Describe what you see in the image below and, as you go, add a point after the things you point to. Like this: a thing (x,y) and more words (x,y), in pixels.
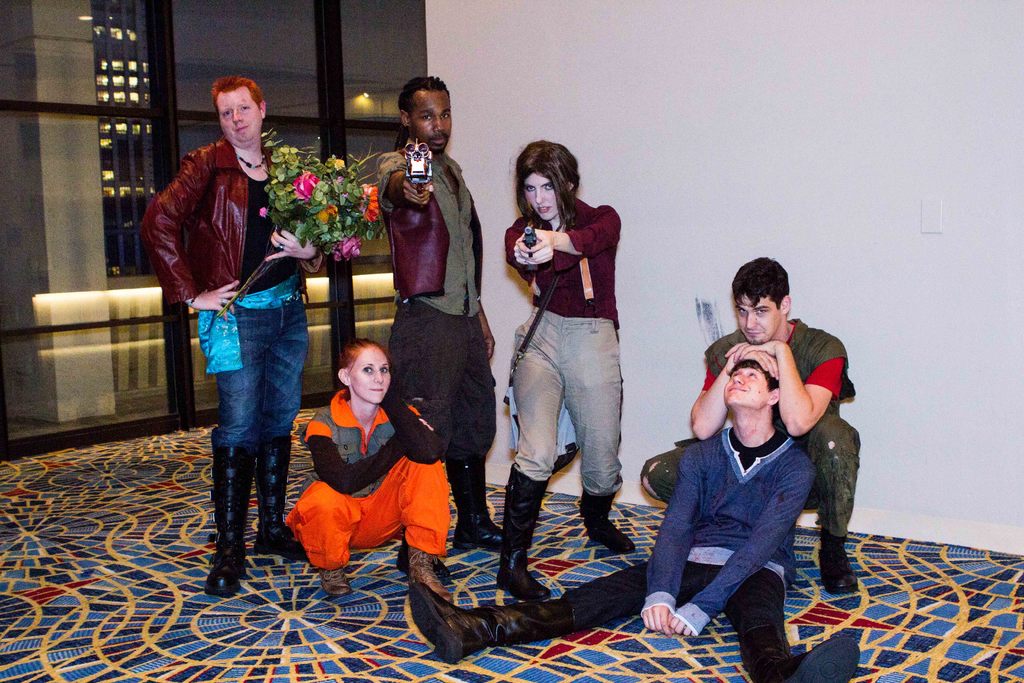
This is an inside view. Here I can see few people (561,346) are standing and few people (391,518) are sitting on the ground (917,612). Two of the three people (253,248) who are standing are wearing jackets (212,241), one person (255,214) is holding a flower bouquet (328,214) in hands (294,252) and giving pose for the picture. Remaining two (563,238) are holding some devices (419,170) in their hands (541,240) and giving pose for the picture. Two of the three people (617,573) who are sitting on the floor (803,611) are smiling and looking at the picture. In the background (720,77) there is a wall (638,68) and I can see the glass (78,260).
